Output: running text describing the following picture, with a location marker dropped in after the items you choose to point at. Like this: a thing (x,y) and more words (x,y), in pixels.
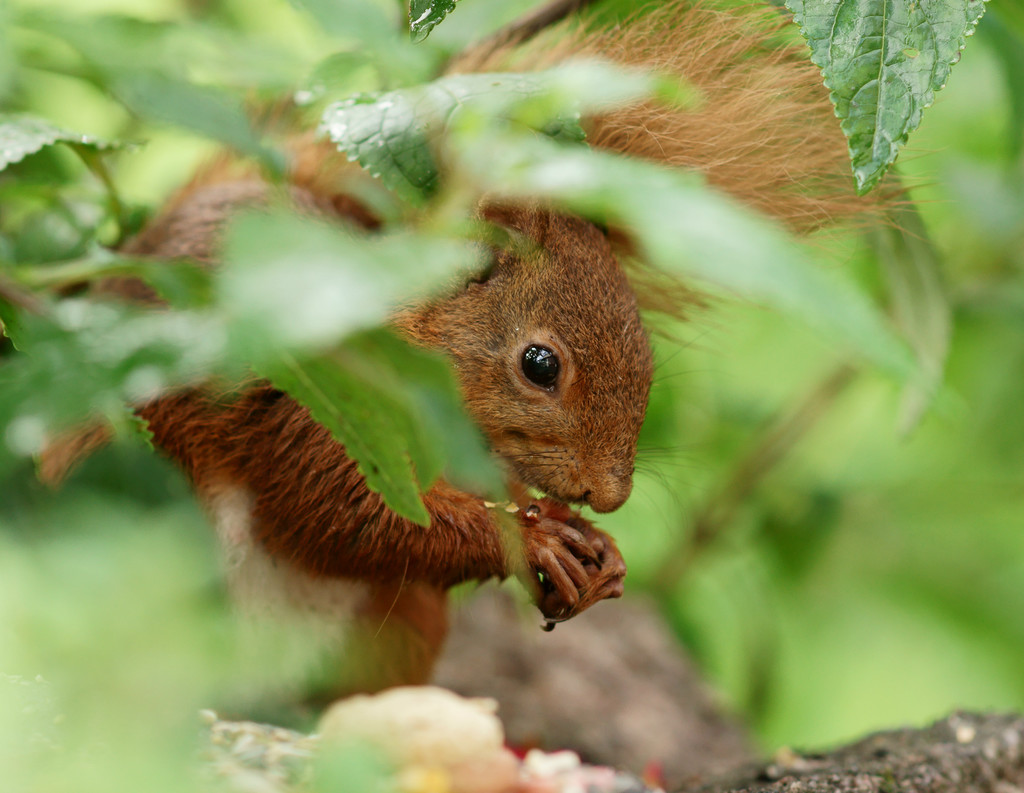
This image is taken outdoors. In this image the background (863,703) is green in color and it is a little blurred. There are many green leaves (767,288) and stems (160,261). In the middle of the image (569,368) there is a squirrel (577,290) on the ground (617,632).
